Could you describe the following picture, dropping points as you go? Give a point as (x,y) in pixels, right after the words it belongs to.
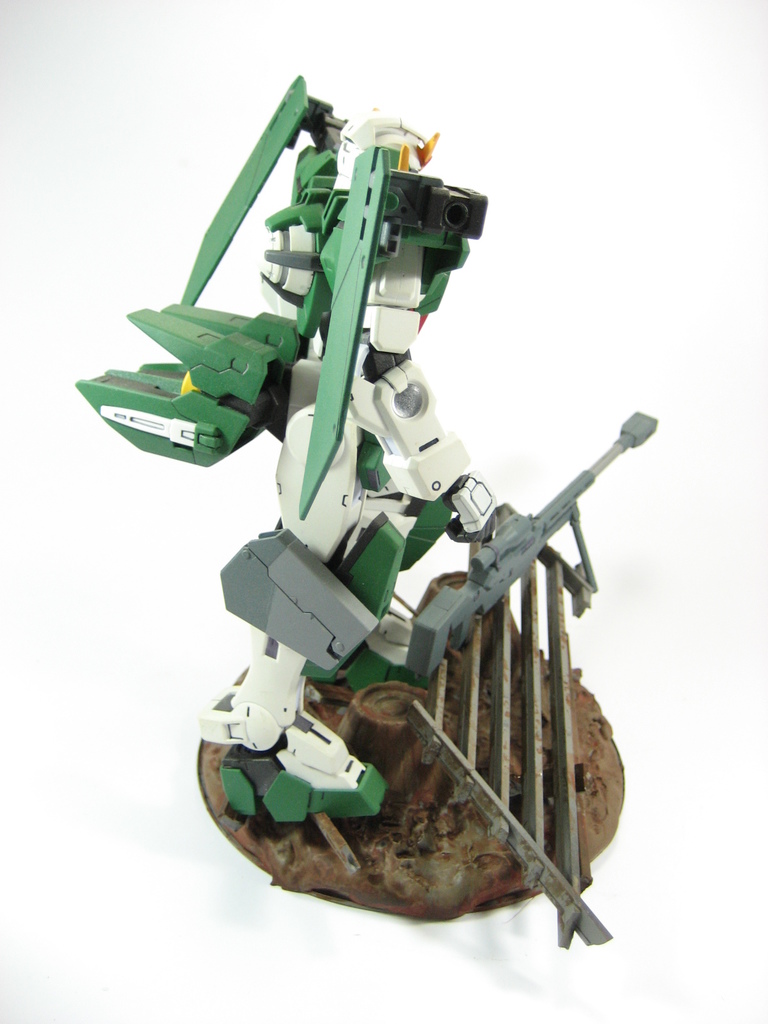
In this image I can see the robot toy (385,501) which is white, green, grey, black and brown in color. I can see the white colored background (519,79).
